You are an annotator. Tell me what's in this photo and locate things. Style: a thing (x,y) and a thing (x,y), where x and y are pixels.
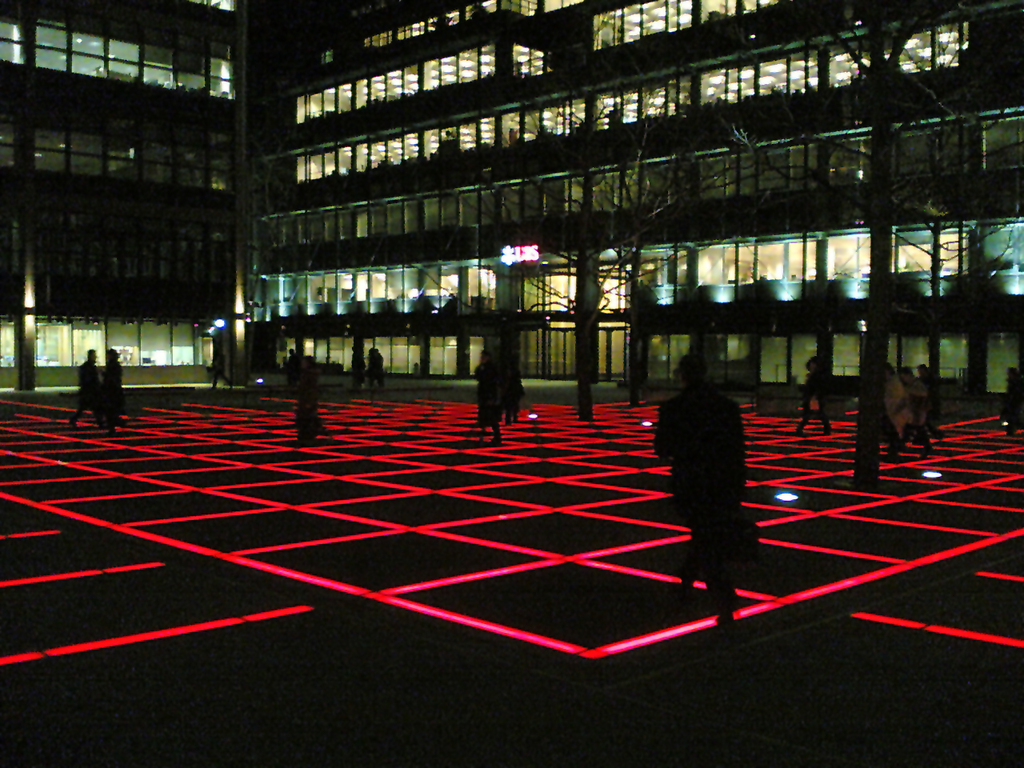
In this picture we can see there are people (484,385), lights (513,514) and radium stickers (679,631) on the ground (399,425). Behind the people (301,382), there are trees (583,256) and there are buildings (205,174) with glass windows (130,161).
